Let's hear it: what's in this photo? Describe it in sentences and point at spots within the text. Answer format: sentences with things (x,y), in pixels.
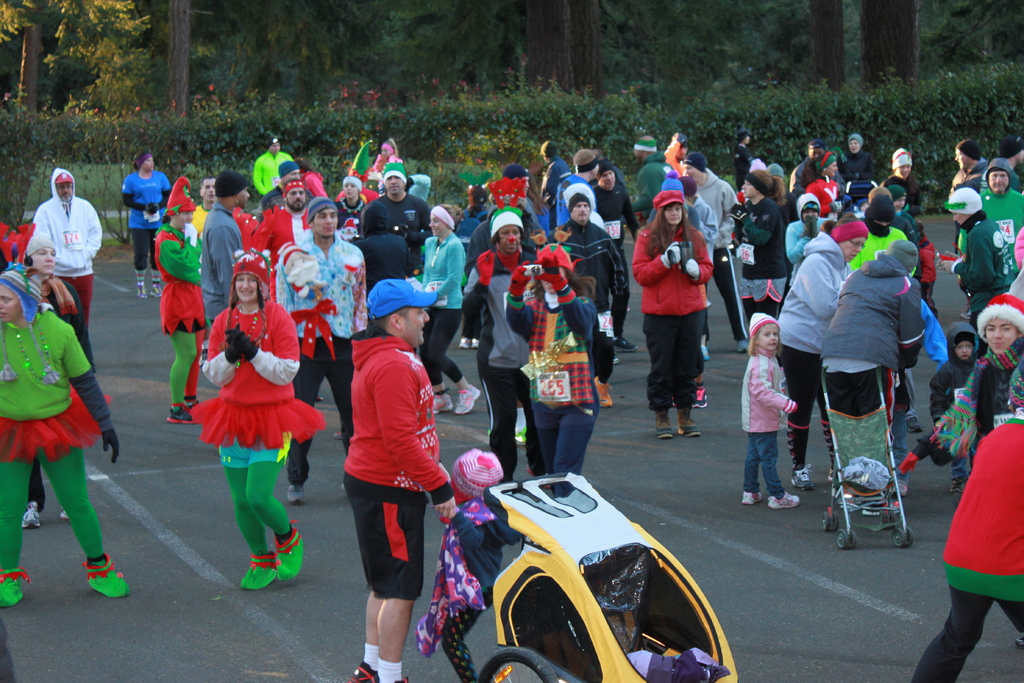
In this picture there are group of people (511,355) standing and in the foreground (532,480) there is a person (379,585) standing and holding the kid (461,663) and there are baby trolleys (522,502). At the back (714,142) there are trees (326,75) and plants (445,144). At the bottom (241,575) there is a road (225,534) and there is grass (85,175).
